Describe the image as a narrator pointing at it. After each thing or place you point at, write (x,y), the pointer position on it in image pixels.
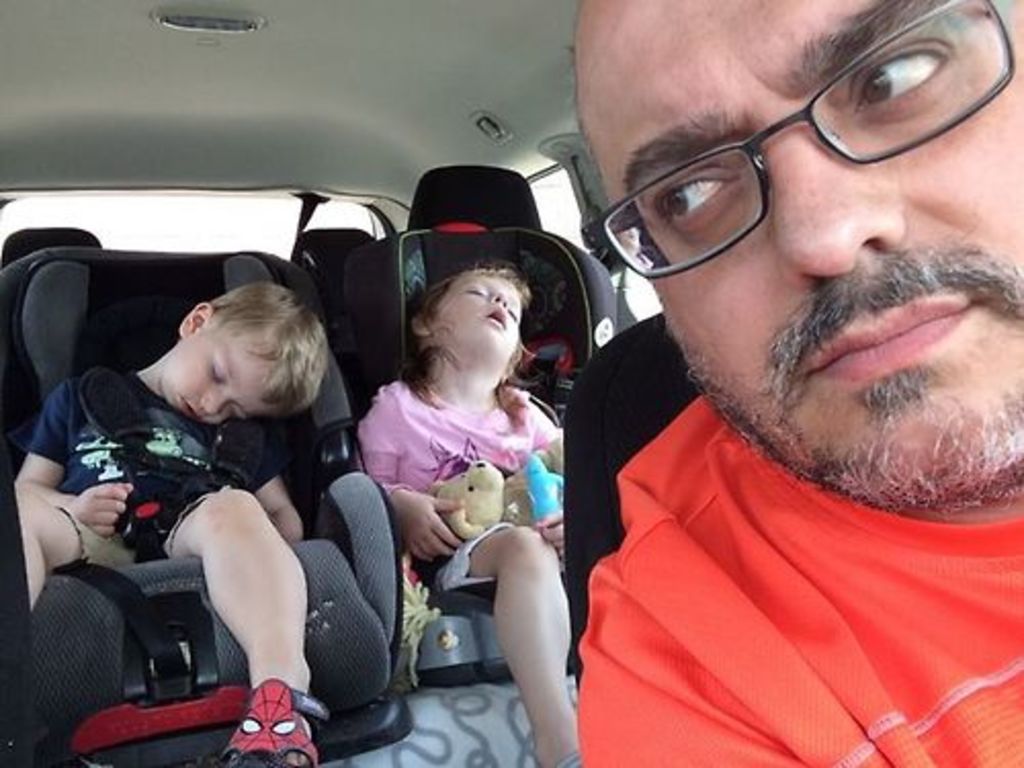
In this image I see a boy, a girl (396,518) and a man (979,275) who are sitting on seats (41,296) and I see the inside view of a car (13,608) and i can also see that these both are sleeping.
